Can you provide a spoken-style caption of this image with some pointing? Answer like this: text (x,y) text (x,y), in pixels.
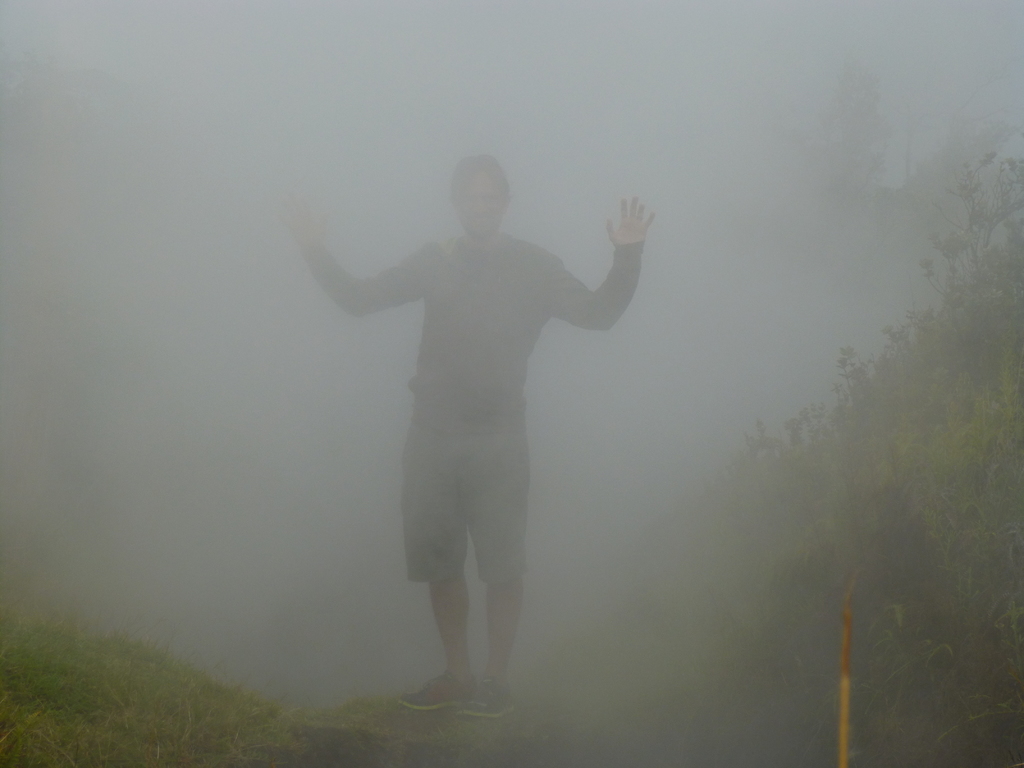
In the center of the image (607,301) there is a person (510,607) standing. There is grass (219,733) at the bottom of the image (236,712).
